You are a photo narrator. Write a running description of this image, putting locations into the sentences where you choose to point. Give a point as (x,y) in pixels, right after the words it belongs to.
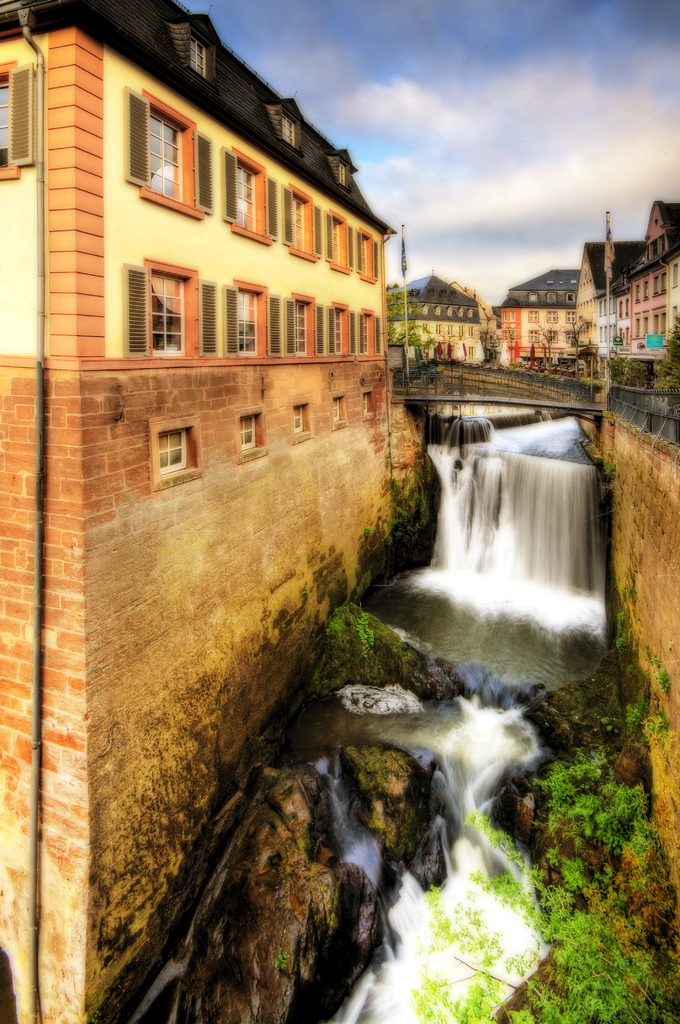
This might be an edited image, in this image there are some buildings (325,479), poles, bridge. At the bottom (351,875) there is waterfall (457,882) and some plants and rocks (426,858), and at the top (490,269) there is sky (459,150).
